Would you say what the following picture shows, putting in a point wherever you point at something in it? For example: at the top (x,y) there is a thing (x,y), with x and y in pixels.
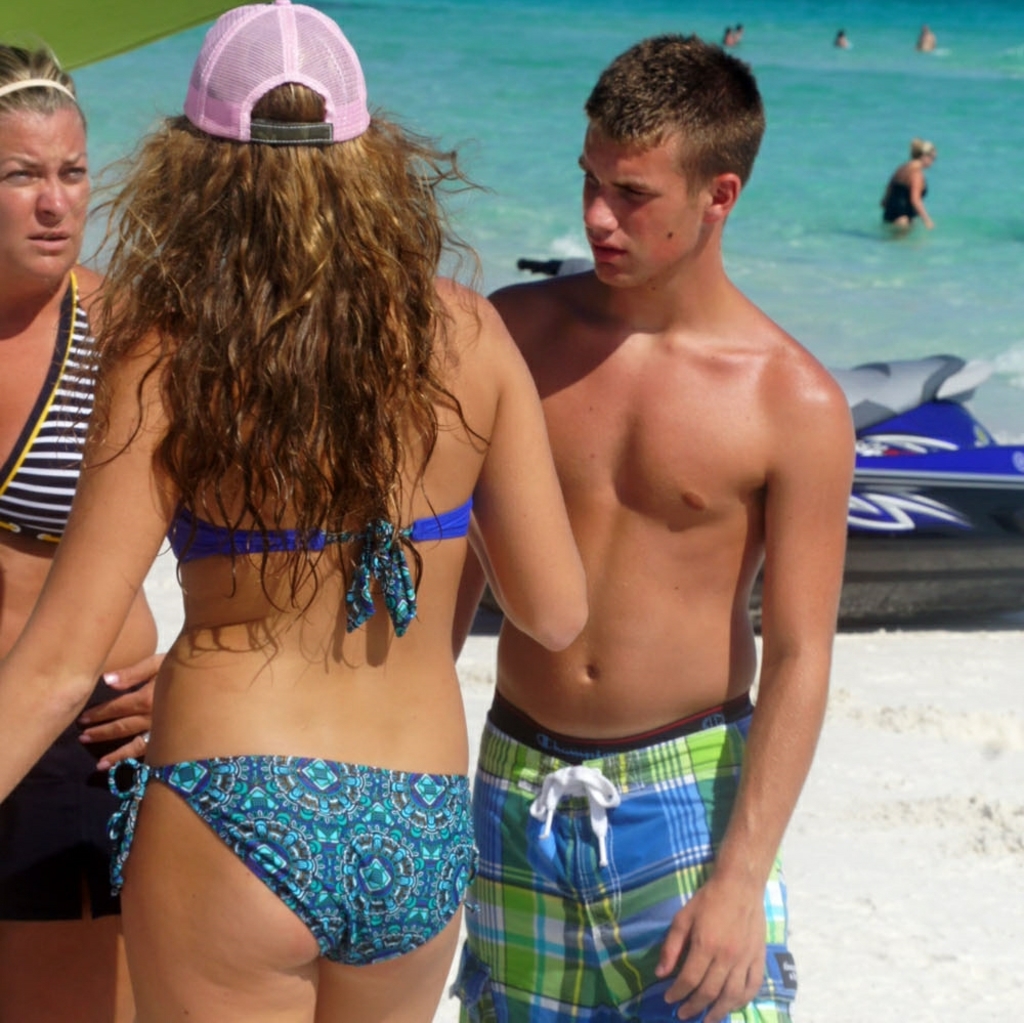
As we can see in the image there are few people (680,501) here and there, sea (816,293) and sand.
